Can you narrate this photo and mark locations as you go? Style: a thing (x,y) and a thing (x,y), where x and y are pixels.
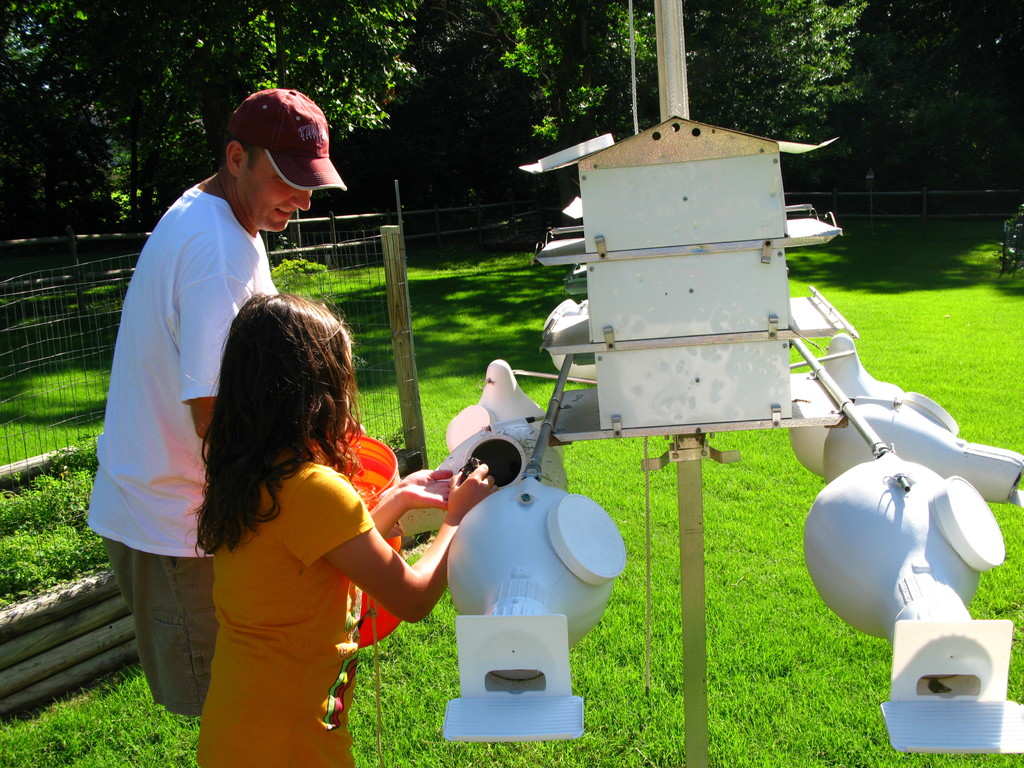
This picture describe about the white color birdhouse (561,423) placed in the grass ground (846,755). Beside we can see a girl (300,682) wearing yellow color t-shirt (324,619) standing and checking something with the gourd (485,465). Behind we can see a man (150,500) wearing white color t-shirt (199,282) and shorts (199,587) seeing and smiling. In the background (90,219) we can see many trees (492,140) and fencing railing (462,218).
